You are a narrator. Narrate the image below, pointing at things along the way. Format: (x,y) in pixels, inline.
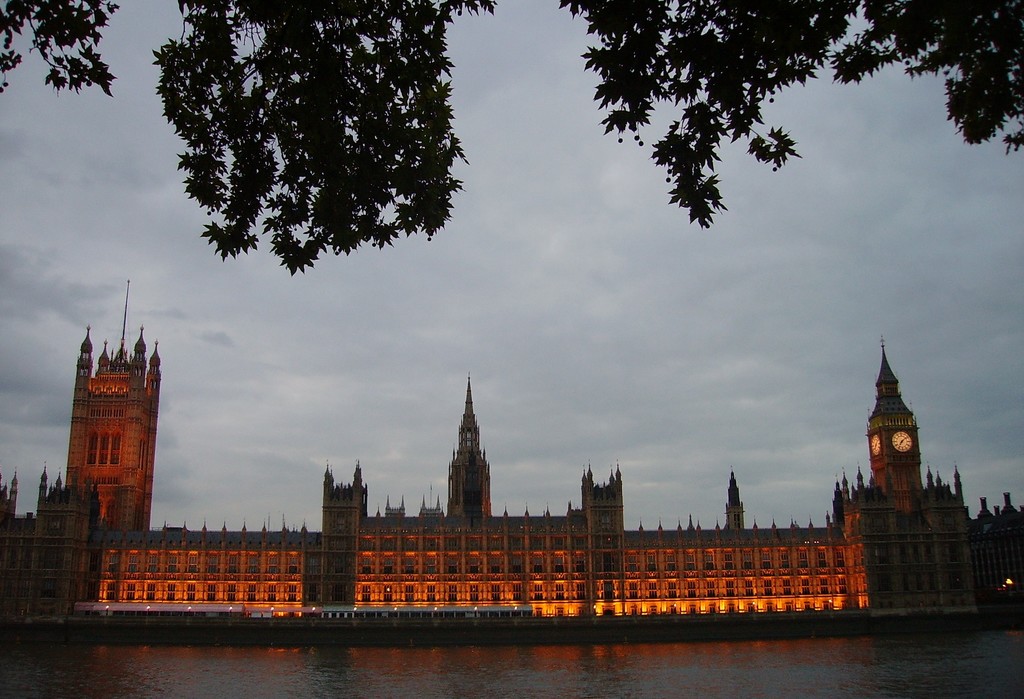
In this image I can see a building (919,567), clock tower (899,410), tents (401,607), water (393,657) and trees (251,140). I can see the orange and yellow lighting (664,603). The sky (576,309) is in grey color.
